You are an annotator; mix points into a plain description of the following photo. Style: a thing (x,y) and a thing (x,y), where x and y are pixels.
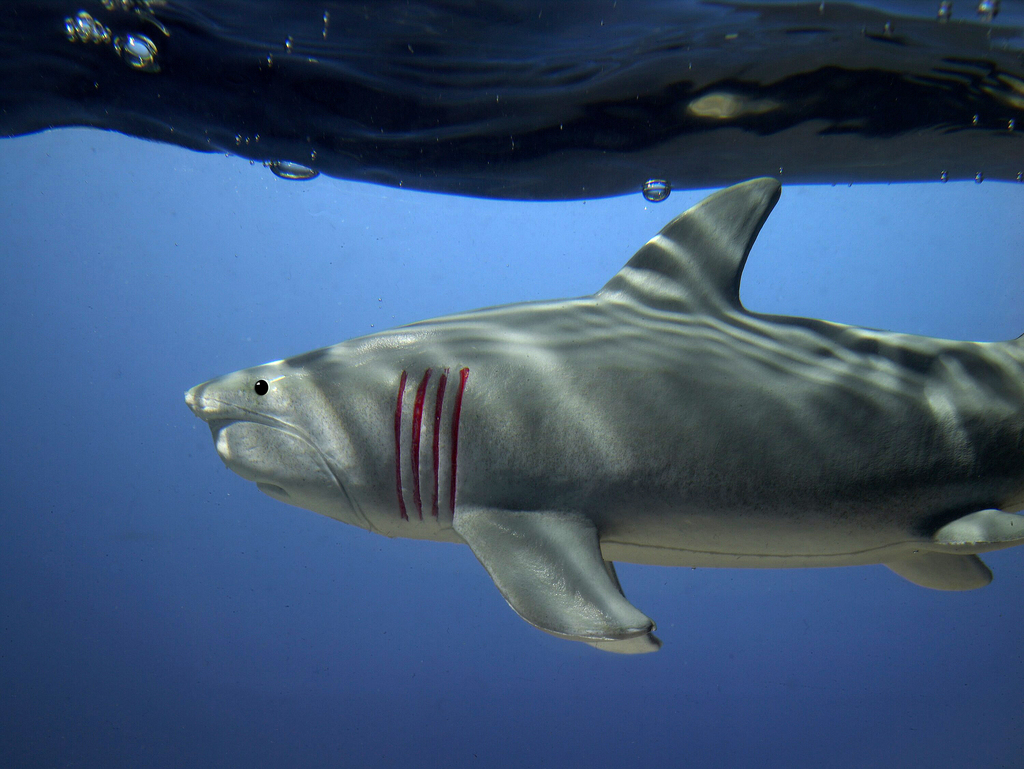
In this picture there is a fish (842,452) in the center of the image (382,462) and there is water (338,17) around the area of the image.
